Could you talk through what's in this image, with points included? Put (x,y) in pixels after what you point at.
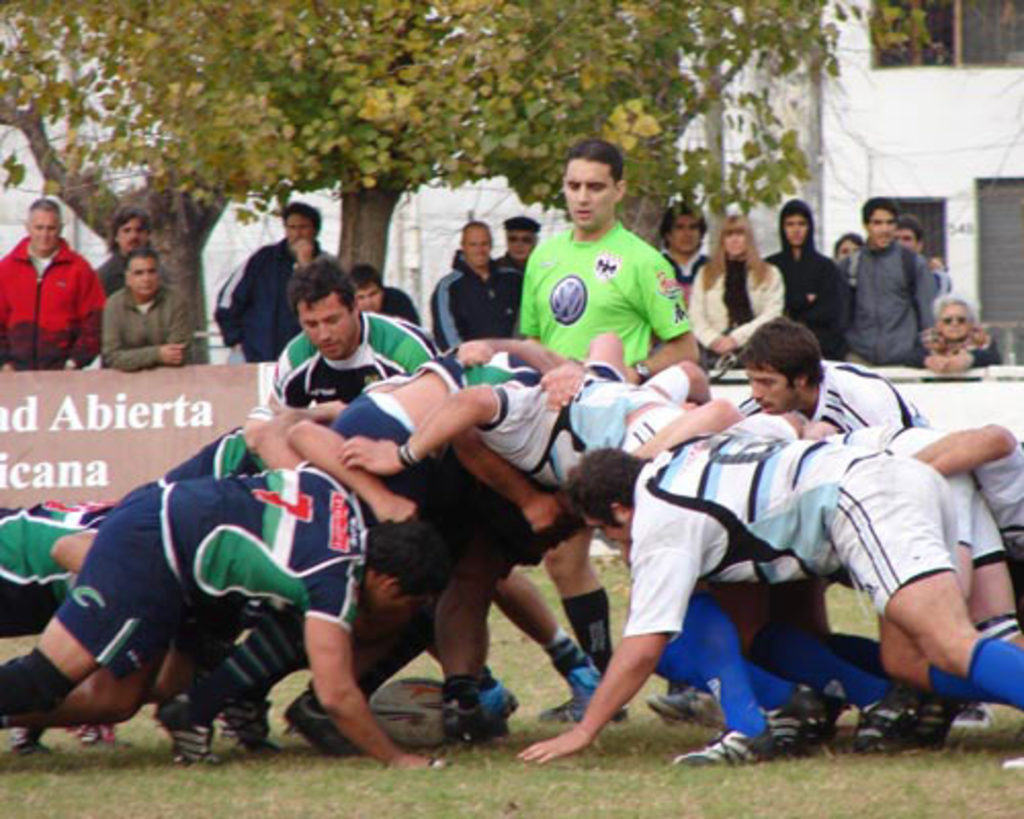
This image consists of many people (507,411) playing rugby. At the bottom (494,785), there is green grass (448,770). In the background (904,158), there is a building (949,125) along with a tree (335,152).
